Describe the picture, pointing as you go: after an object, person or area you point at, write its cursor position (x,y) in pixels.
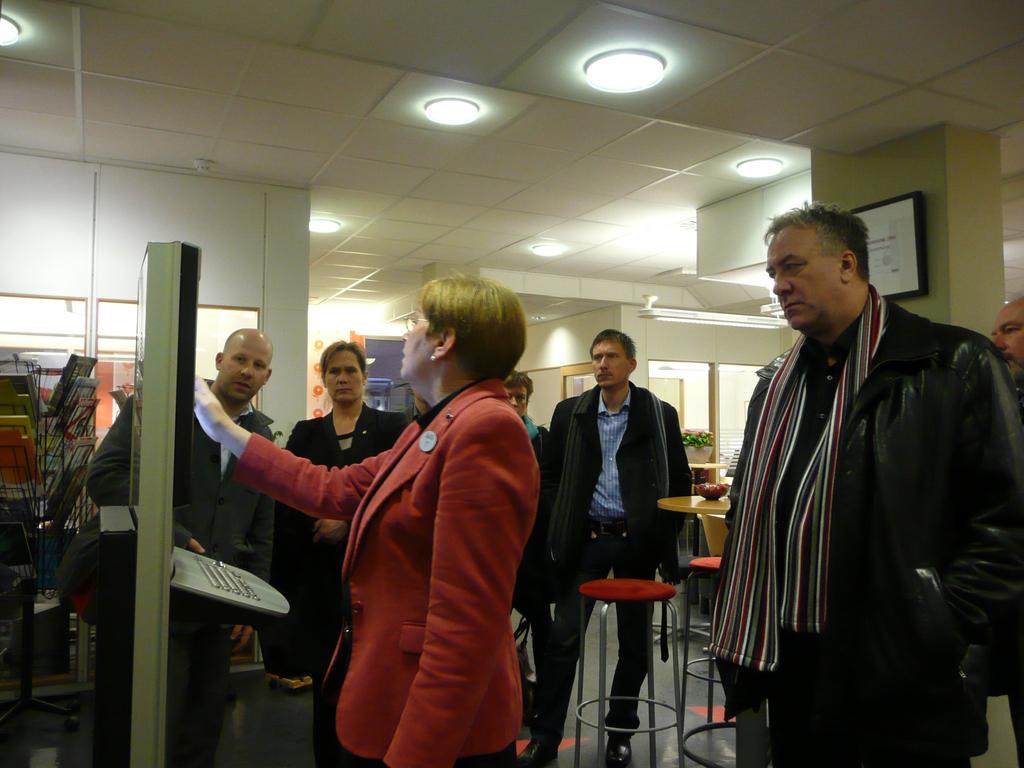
In the center of the image (437,431) there is a person (249,436) standing in front of some object (161,671). Beside her there are few other people (913,504) standing on the floor (693,747). There are chairs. There is a table (702,508). On top of it there is a flower pot (705,451). In the background of the image (726,456) there is a door (698,386). There is a wall (552,348). On the left side of the image (25,601) there are some objects (18,554). On top of the image (639,77) there are light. On the right side of the image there is a photo frame (906,287) on the wall (964,293).
